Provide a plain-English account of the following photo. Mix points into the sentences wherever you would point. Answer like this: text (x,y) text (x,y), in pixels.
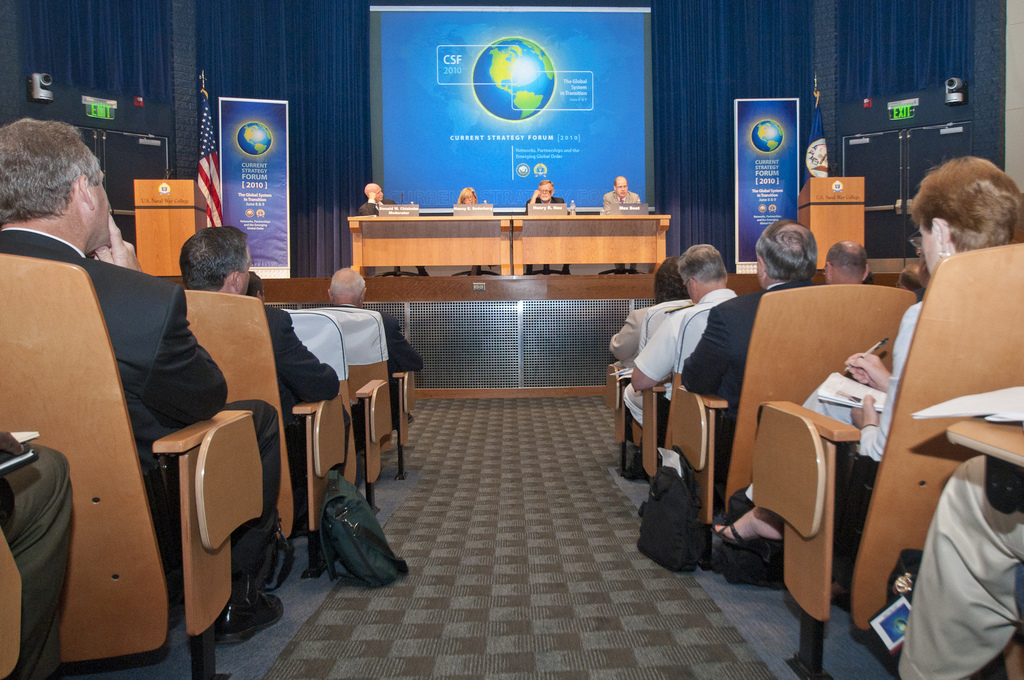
At the bottom of the image (1004,454) few people (885,391) are sitting on chairs (924,427) and holding some books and pens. In front of them we can see a table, on the table (533,253) we can see some bottles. Behind the table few people (561,203) are sitting. Besides the table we can see podiums (862,180), flags (204,143) and banners (280,123). Behind them we can see a screen (494,6) and sign boards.
